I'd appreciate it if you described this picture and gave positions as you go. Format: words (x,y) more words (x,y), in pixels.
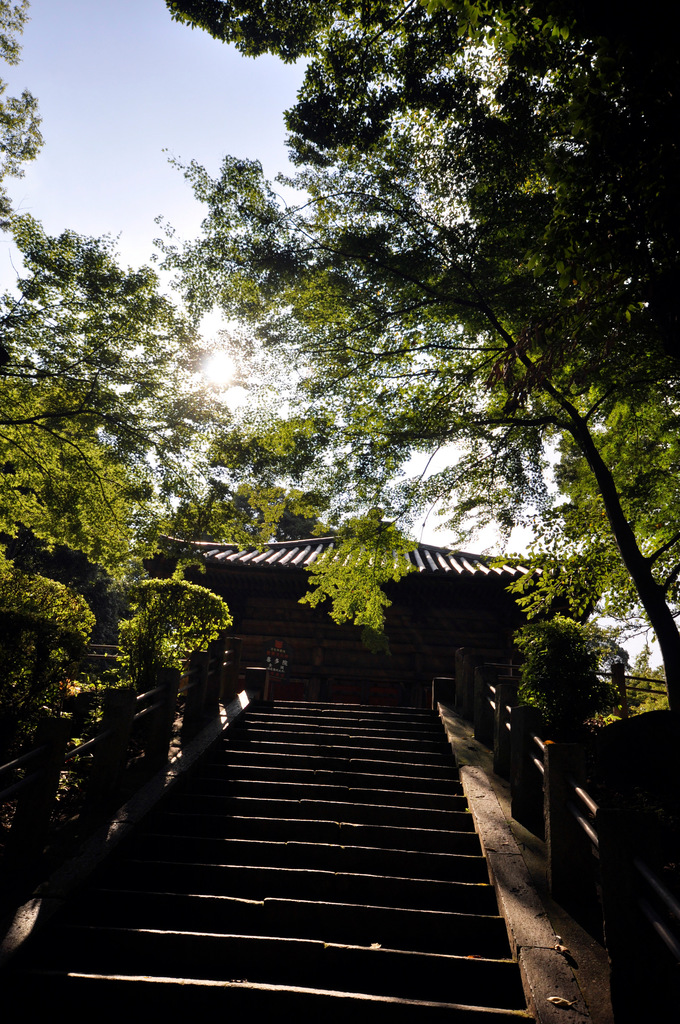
In this image we can see the steps (321,913), house (400,679), trees (358,618), sun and the sky (129,240) in the background (129,240).
